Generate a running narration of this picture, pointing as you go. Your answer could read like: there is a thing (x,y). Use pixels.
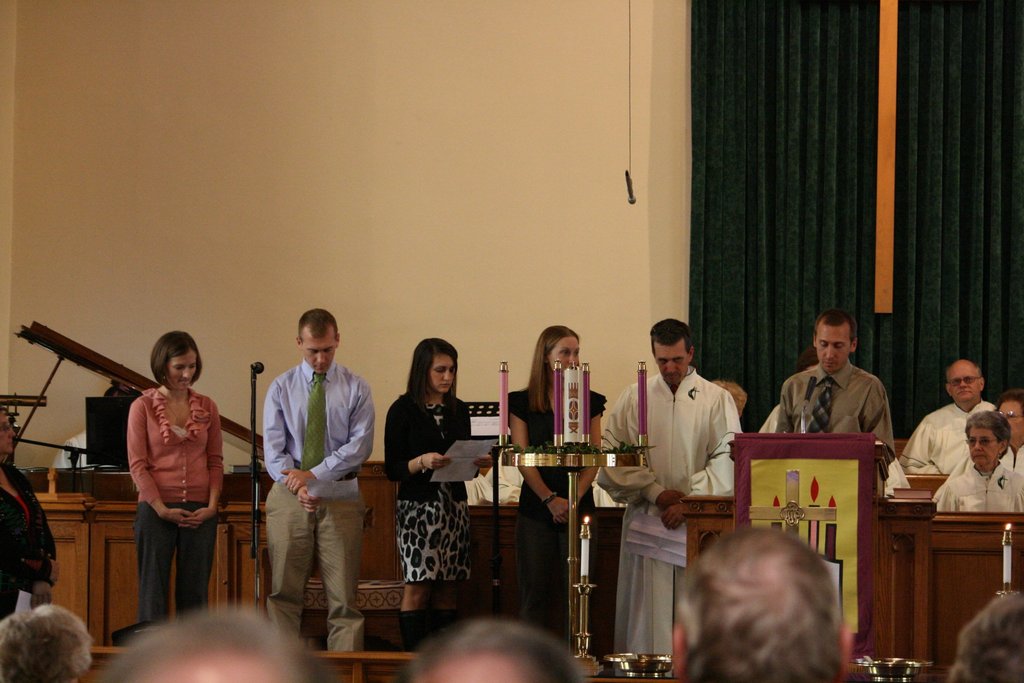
In the center of the image (661,345) there are people (160,564) standing on the stage (464,597). To the right side of the image (826,334) there is a person (869,374) standing near a podium (883,513). At the bottom of the image (694,609) there are people (449,672). In the background of the image (22,205) there is a wall (279,295). There is a green color curtain (864,229).
